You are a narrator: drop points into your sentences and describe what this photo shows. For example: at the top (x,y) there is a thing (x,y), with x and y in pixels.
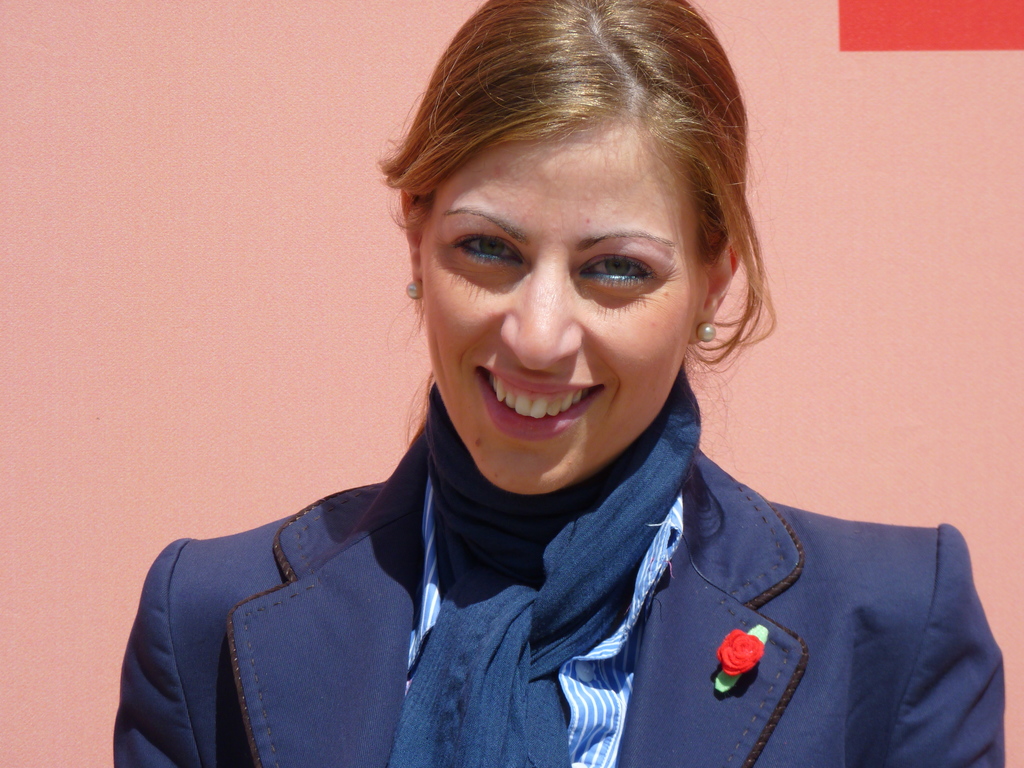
This picture shows a woman (468,58) standing and we see smile (506,407) on her face (506,407). She wore a blue coat (666,578) and a blue scarf (441,522) and we see light pink color wall (365,345) on the back (921,451).
